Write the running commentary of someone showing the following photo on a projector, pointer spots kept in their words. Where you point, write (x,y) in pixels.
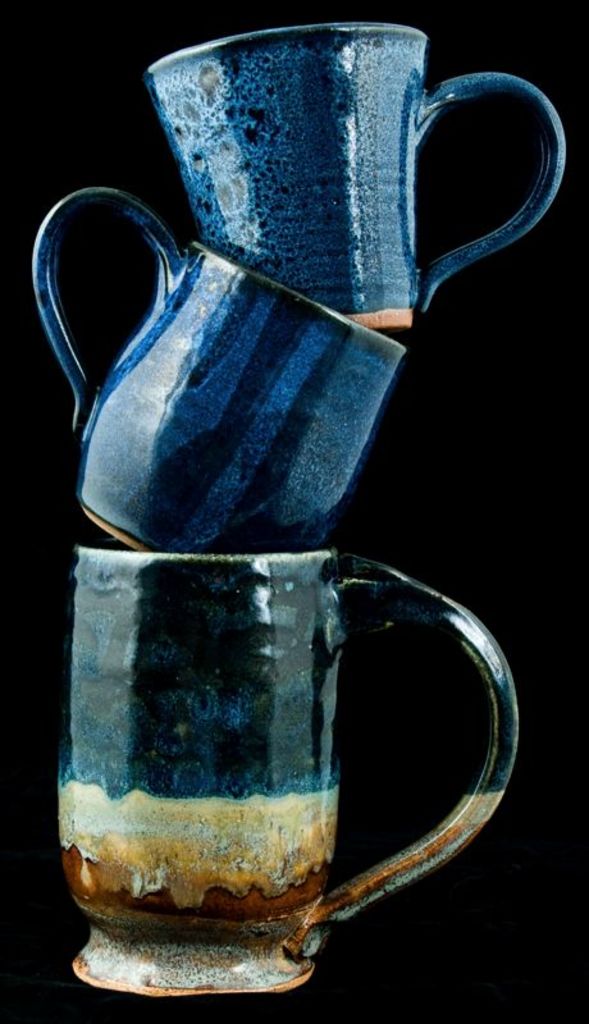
There is a cup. On that there is a cup (262,440). On that cup (216,433) there is another cup (294,194). In the back (487,506) it is black.
